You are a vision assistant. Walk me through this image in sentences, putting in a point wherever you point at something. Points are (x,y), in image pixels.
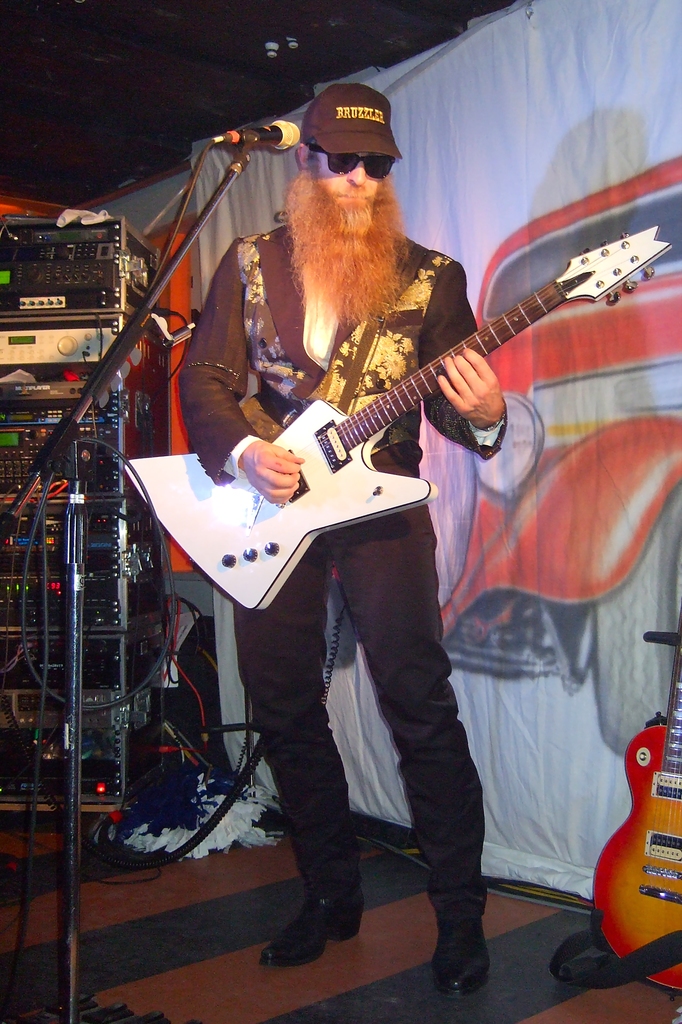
In this image, we can see a man (296,462) playing guitar (379,402) and in the background (99,350), we can see musical instruments (44,308) and there is a banner (552,204). On the bottom right (664,964), there is a guitar (659,798).
